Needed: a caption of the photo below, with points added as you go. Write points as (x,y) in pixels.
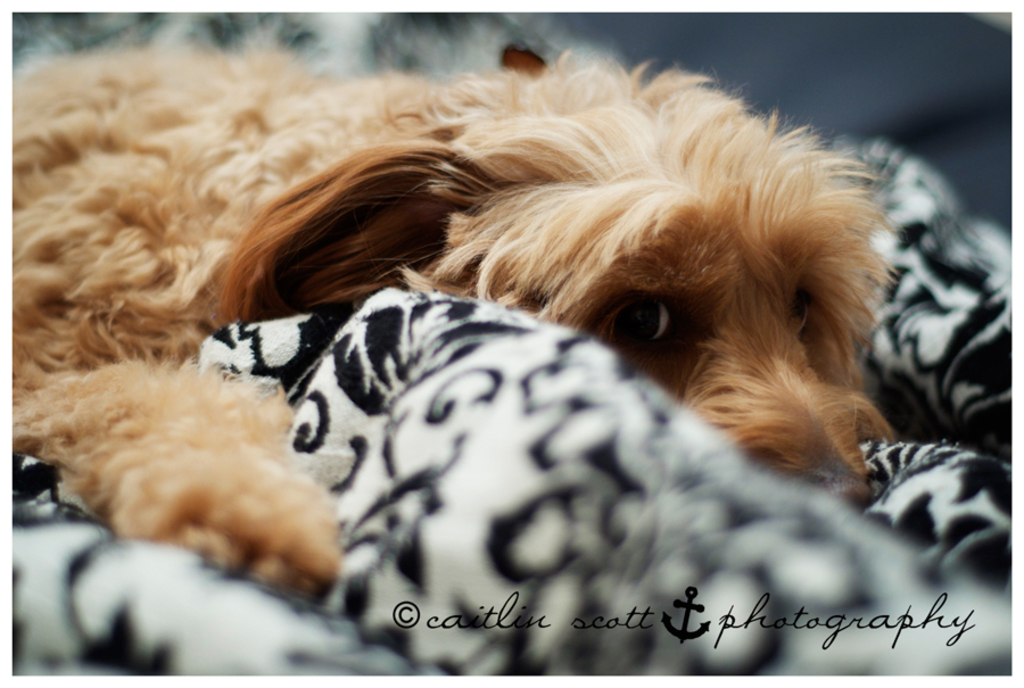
Here we can see a dog (689,332) on the cloth (773,597).
